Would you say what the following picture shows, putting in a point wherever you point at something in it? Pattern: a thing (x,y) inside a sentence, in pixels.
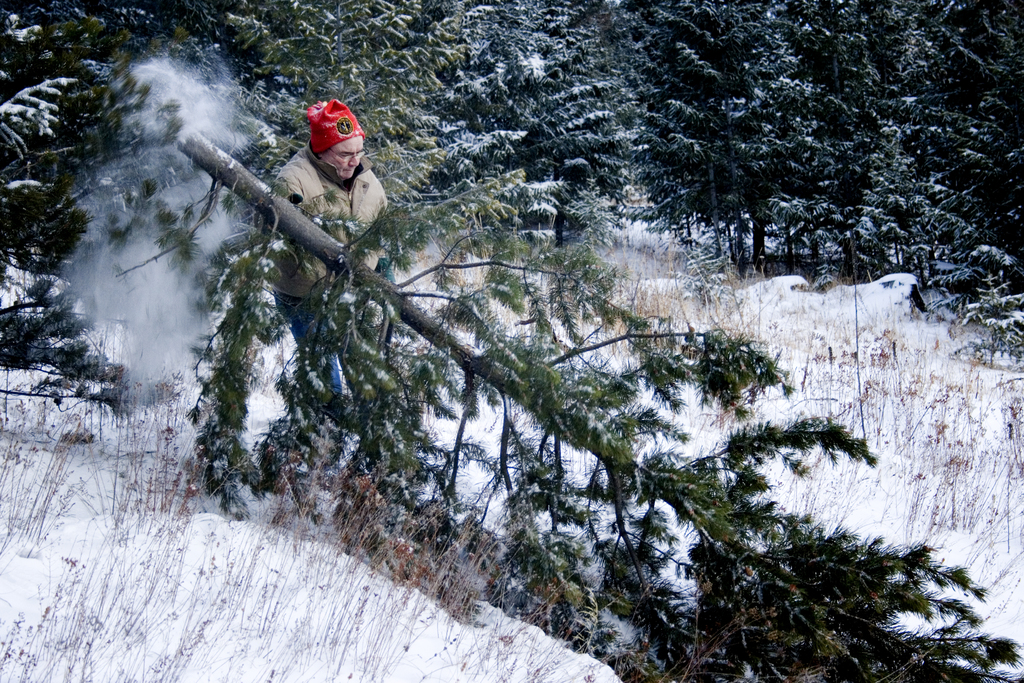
In the center of the image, we can see a man (315,187) wearing a cap (324,142) and standing and in the background (580,56), there are trees (586,70). At the bottom (281,540), there is snow (824,334).
